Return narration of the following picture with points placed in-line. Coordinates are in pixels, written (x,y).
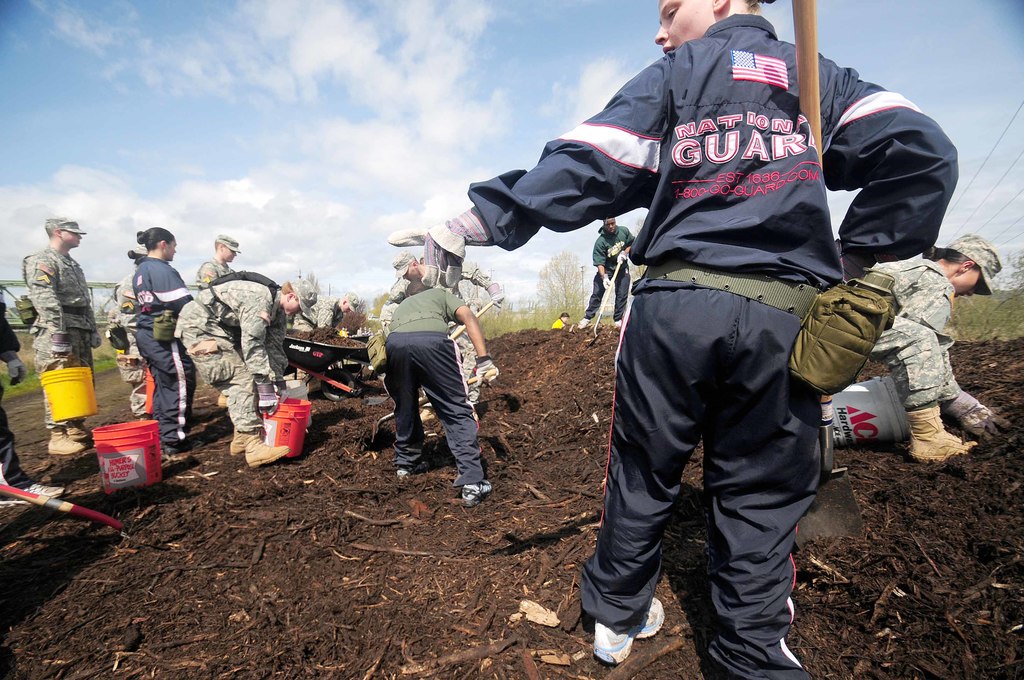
In this image in the center (673,271) there are persons (179,321) standing and there are buckets (153,435). In the background (556,303) there are plants (556,303) and the sky (391,103) is cloudy.
